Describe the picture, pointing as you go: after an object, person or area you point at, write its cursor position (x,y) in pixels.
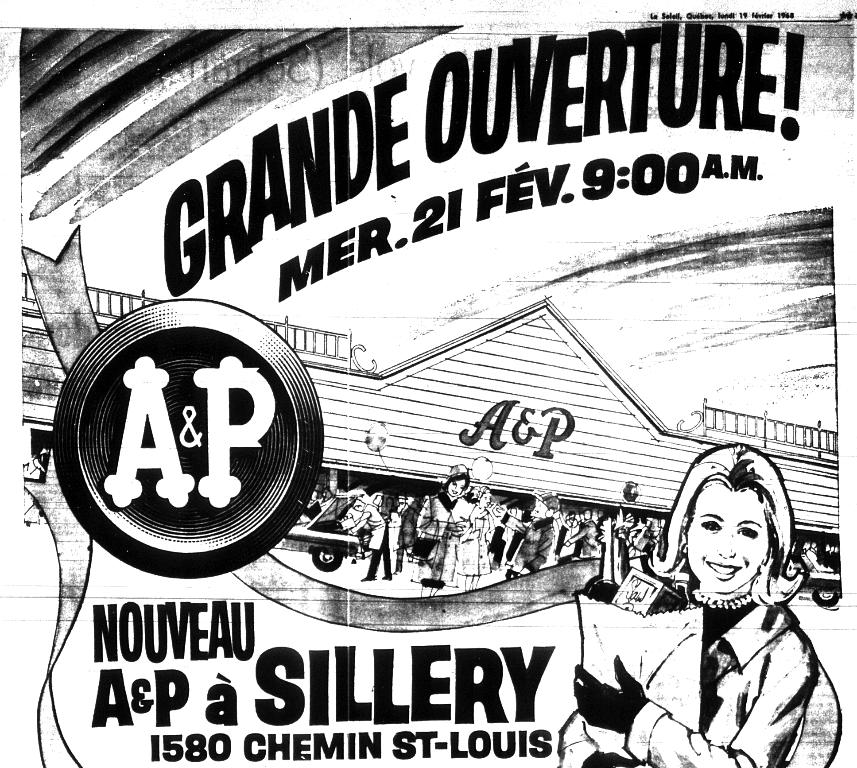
This image consists of a poster (293,609) with a few images (539,488) and a text (519,99) on it. It is a black and white image.
